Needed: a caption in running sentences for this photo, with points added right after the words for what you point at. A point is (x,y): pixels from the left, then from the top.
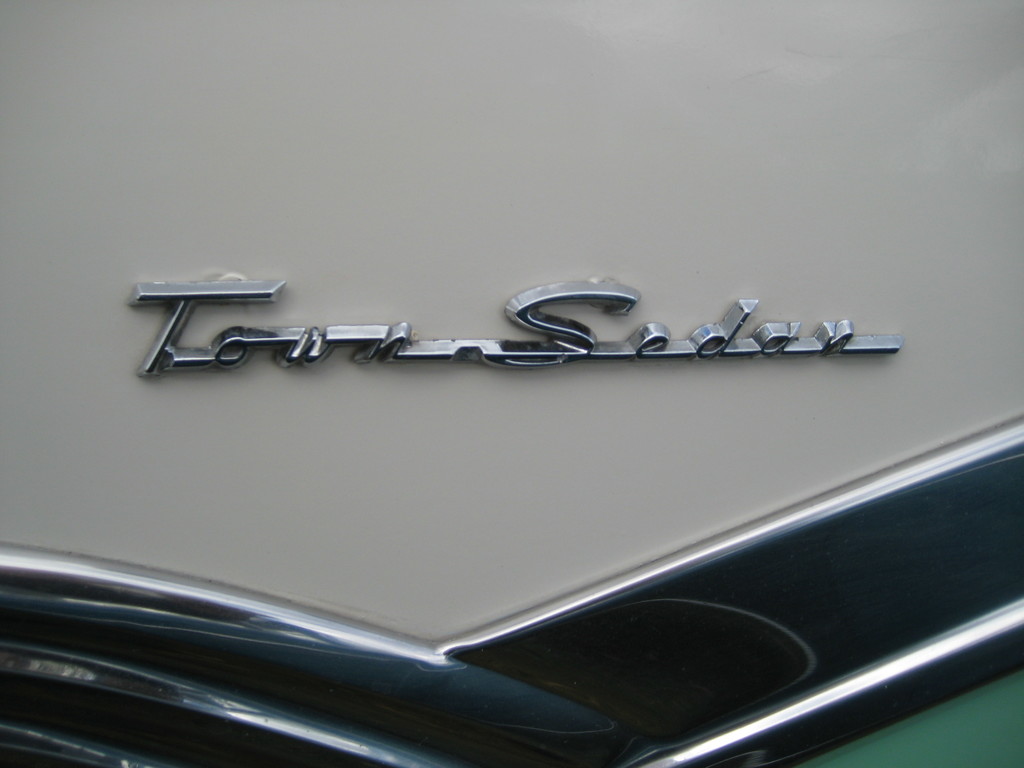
In this image we can see a label name (560,344) of a car (529,339).
